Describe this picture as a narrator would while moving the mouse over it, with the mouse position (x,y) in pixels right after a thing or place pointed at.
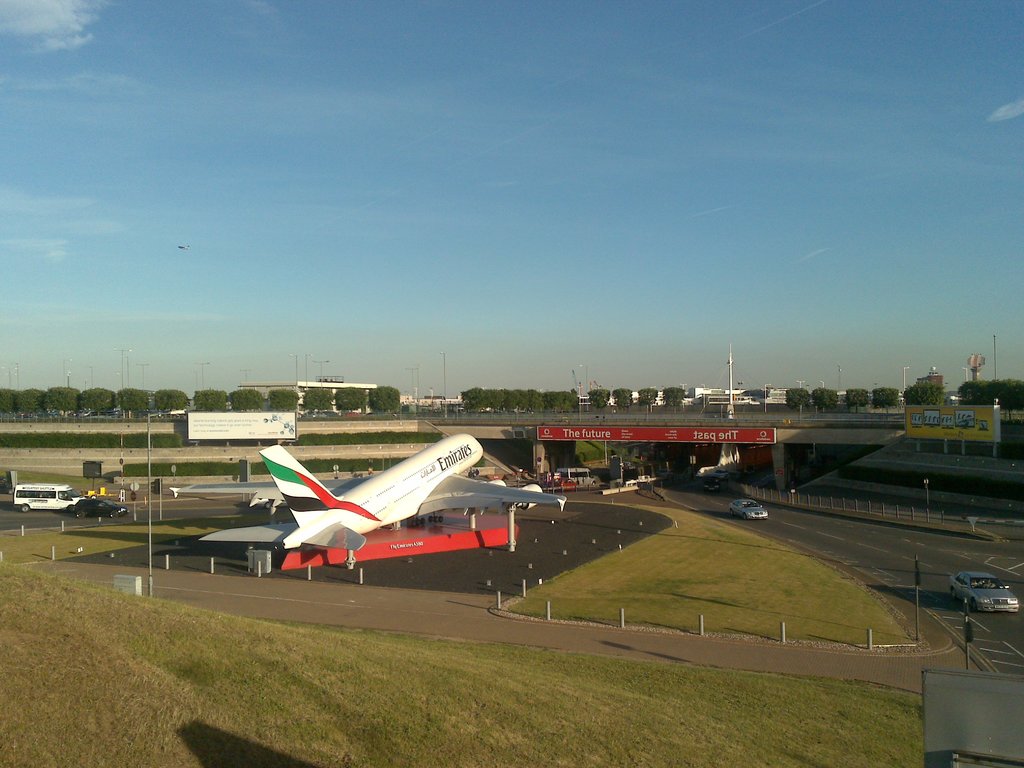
In this image I see an aeroplane (326,500) over here and I see the green grass (60,749) and I see the road (790,521) on which there are vehicles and I see number of trees (388,394) over here and I see the poles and in the background (188,213) I see the clear sky (312,189).
